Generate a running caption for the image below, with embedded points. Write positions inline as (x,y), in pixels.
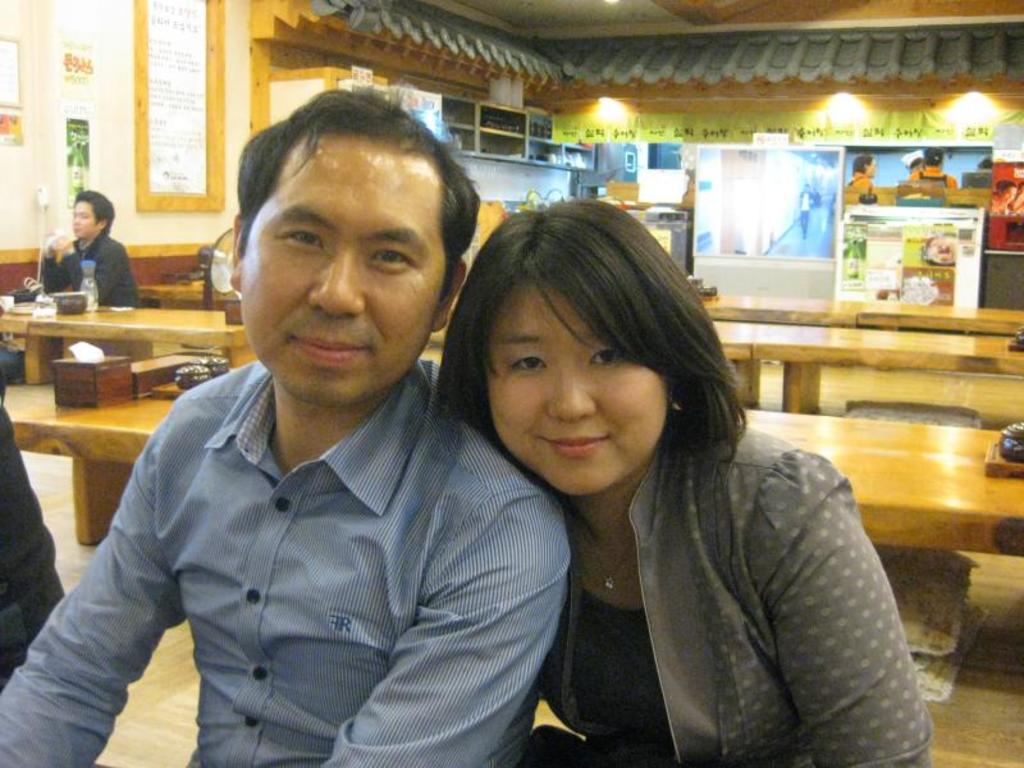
There are two people (522,562). To the left side (261,435) there is a man (345,533) with blue shirt (352,472). And to the right side (750,544) a lady (751,564). In the background (479,125) there are some cupboards (587,152), posters (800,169), lights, roof (766,86) are there. And to the left corner (119,252) there is a man (106,247) sitting on the table (161,325). In front of him there is a table (126,316). On the table (128,316) there is a bottle (88,297), some boxes (109,365), tissues (95,357), bowls (187,370) are there. On the wall (62,147) there is a poster (77,142).
